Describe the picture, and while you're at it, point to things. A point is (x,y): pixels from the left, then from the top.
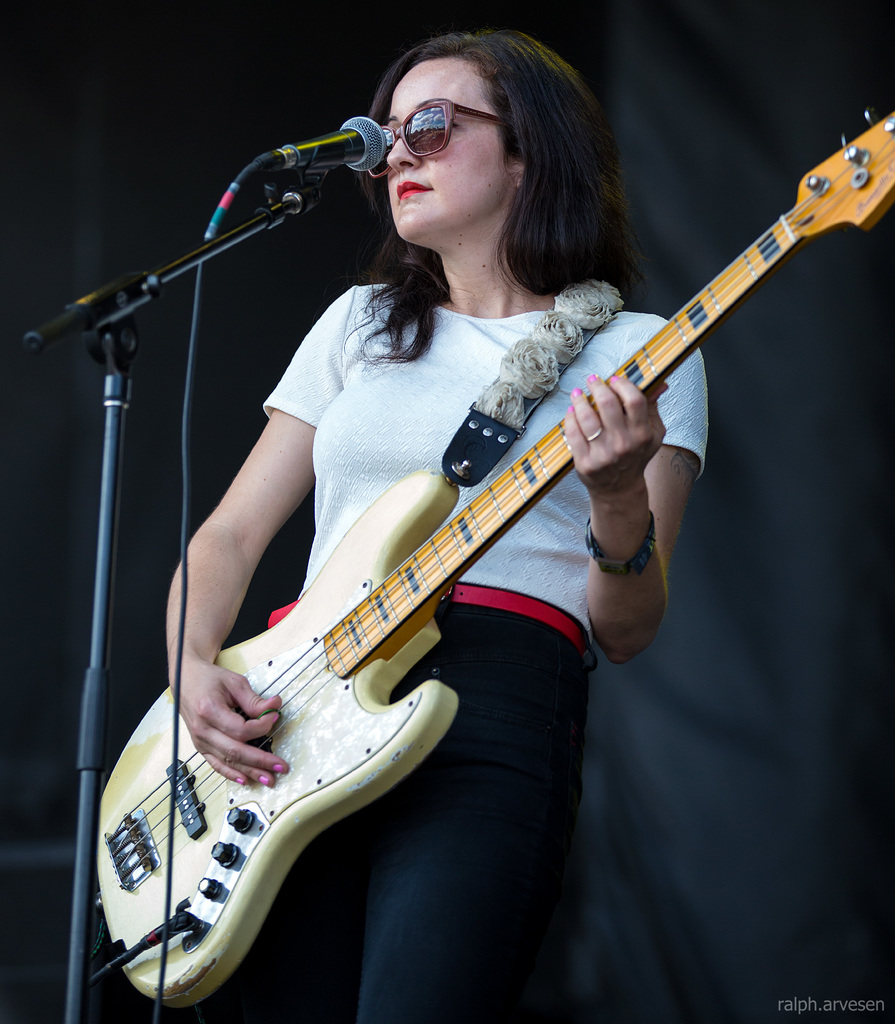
This woman (532,895) is playing guitar (389,507). In-front of this woman (378,250) there is a mic (371,125). Background (785,884) it is in black color.
